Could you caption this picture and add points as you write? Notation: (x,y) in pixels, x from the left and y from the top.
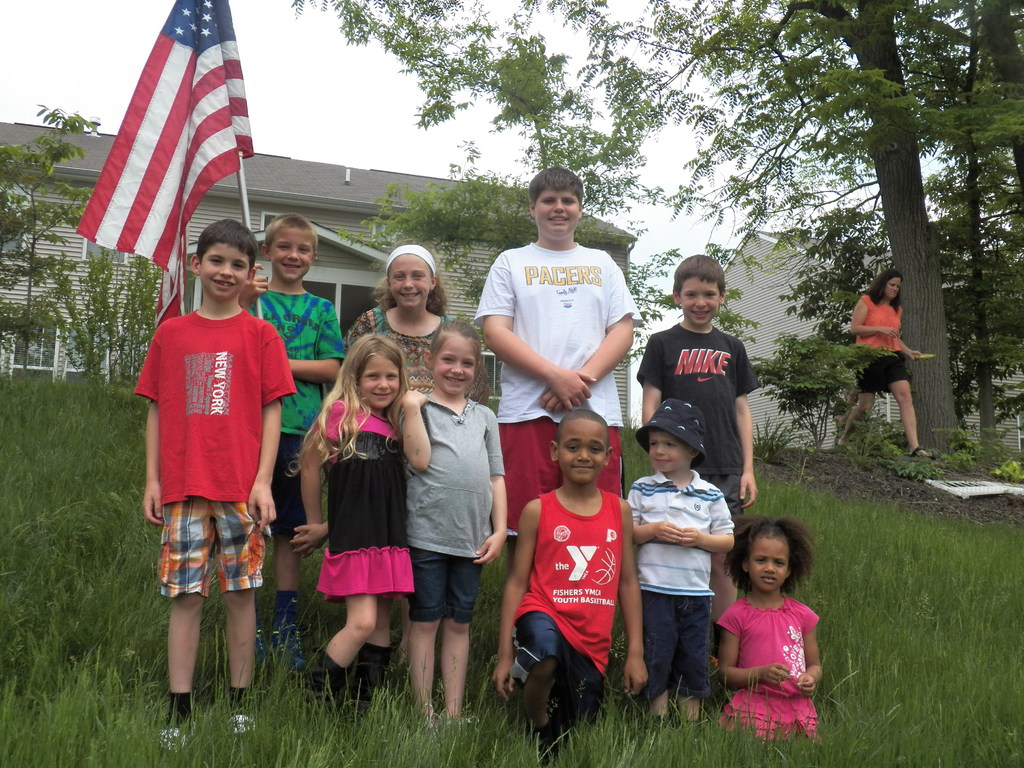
In this picture I can observe some children (664,366). There are boys (219,465) and girls (376,413) in this picture. On the left side (296,328) there is a boy (294,288) holding a national flag (192,168) in his hands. These children (240,430) are standing on the ground (140,717). I can observe some grass (102,620) on the ground (819,696). On the right side (896,283) there is a woman (885,360). In the background (416,207) there is a house (187,251), trees (421,226) and a sky (606,130).
